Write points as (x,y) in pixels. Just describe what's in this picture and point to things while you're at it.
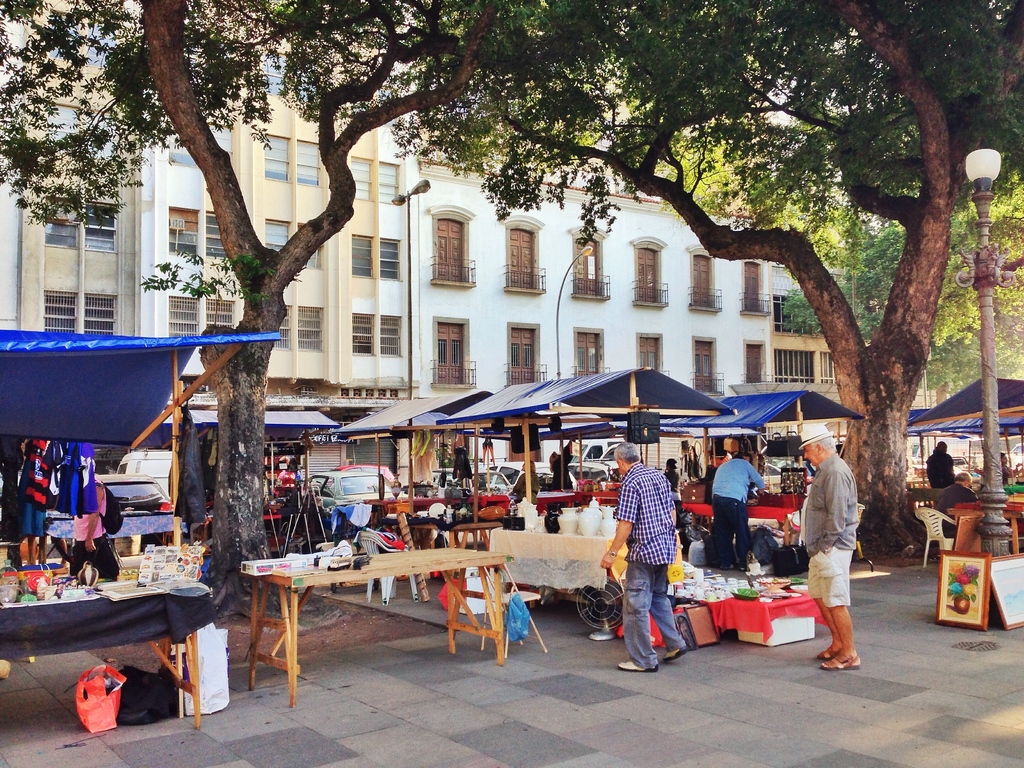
In the picture we can see a people (726,511) are standing near the tables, in the tents (764,413) and in the background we can see a trees (53,143), buildings (340,460), with doors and windows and light poles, and we can see some photo frames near the light pole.
